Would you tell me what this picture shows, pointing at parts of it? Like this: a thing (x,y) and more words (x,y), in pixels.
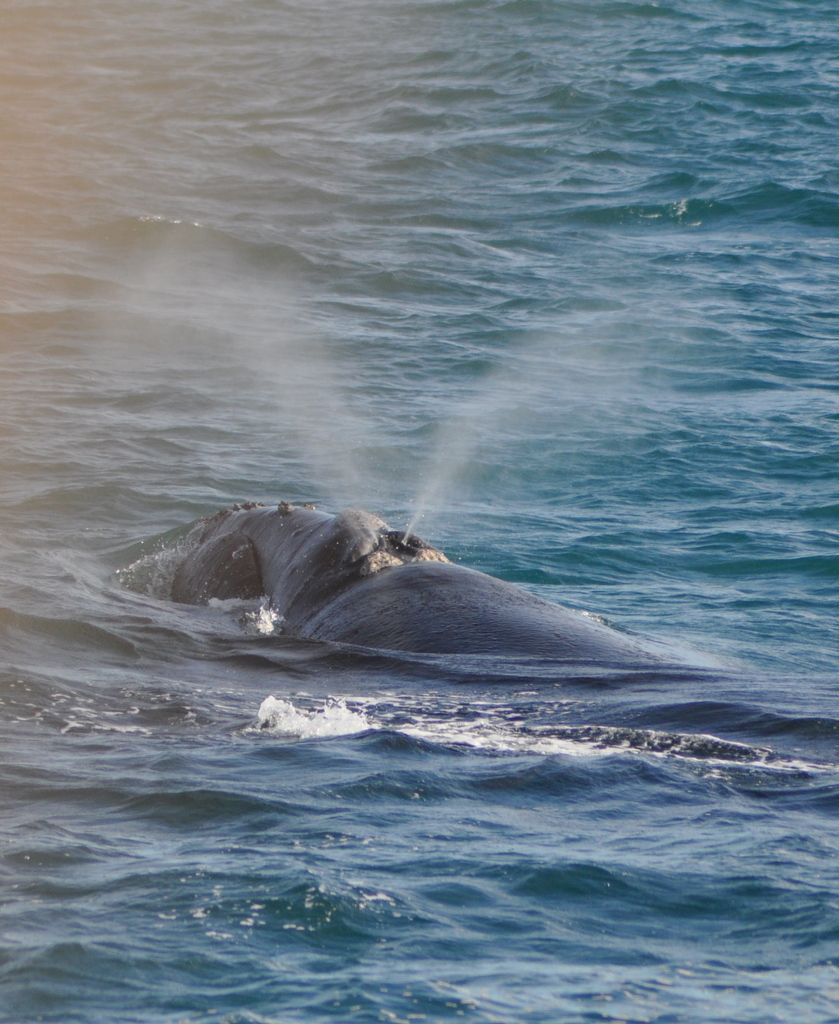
In this picture I can observe a whale (344,586) swimming in the water (121,545). In the background (289,435) there is an ocean (324,211).
